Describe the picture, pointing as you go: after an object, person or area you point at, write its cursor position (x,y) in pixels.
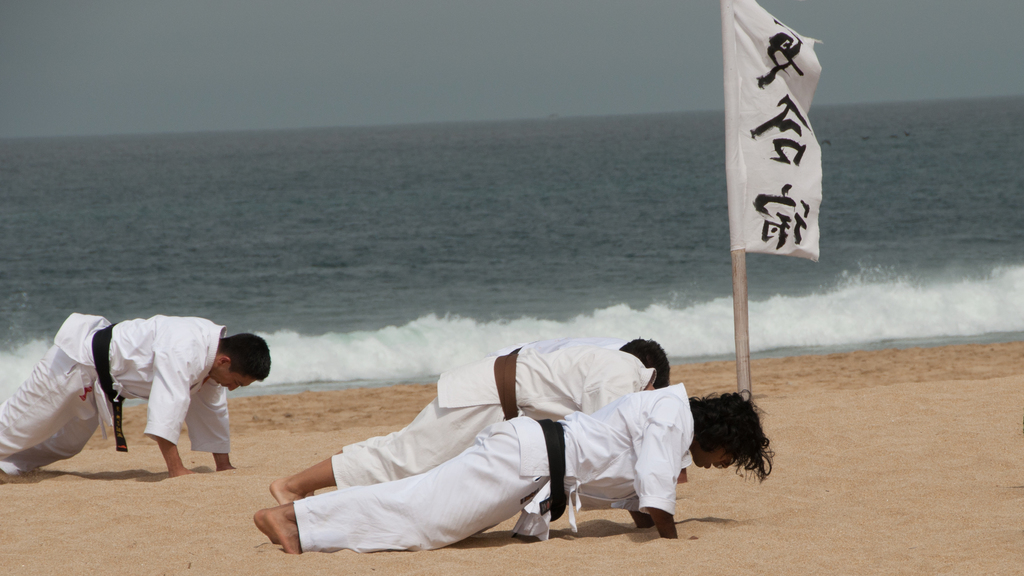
In this picture we can see three persons (298,502) are wearing karate uniform (548,498) and doing exercise. On the right side of the image (751,181) we can see a flag (757,158) with pole (746,328). In the background of the image (544,334) we can see the water (763,283). At the bottom of the image (816,501) we can see the soil (19,537). At the top of the image (193,81) we can see the sky (406,100).
